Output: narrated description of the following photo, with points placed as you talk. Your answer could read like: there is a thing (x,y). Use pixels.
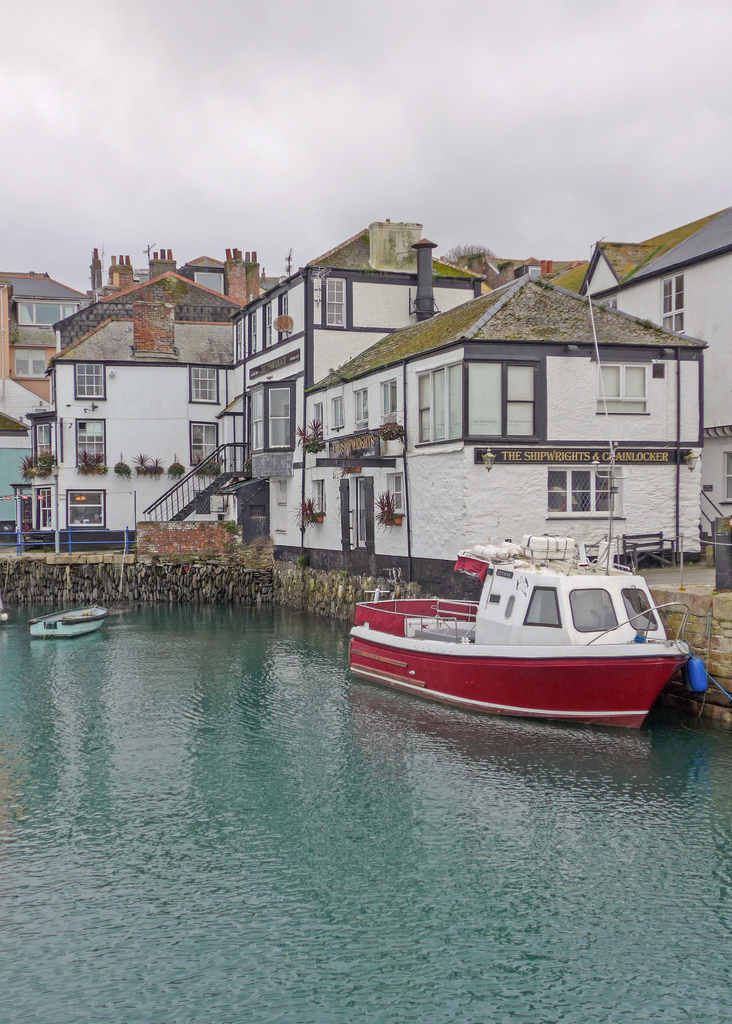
At the bottom of the picture (426,907), we see boats (598,569) moored in the water (223,895). Behind that, there are buildings (262,392) which are in white color and we even see the poles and staircase (209,496). At the top of the picture (317,124), we see the sky (321,233).
